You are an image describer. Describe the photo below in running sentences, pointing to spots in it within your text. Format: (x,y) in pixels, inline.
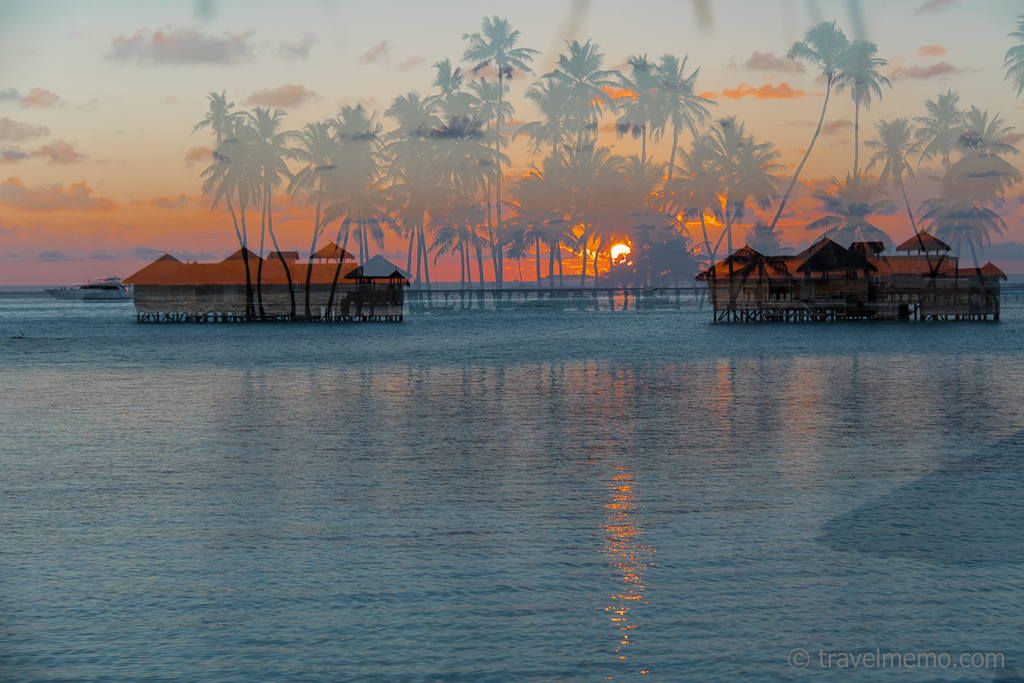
In this picture we can see water (424,494), houses (845,300) and trees (555,126). In the background of the image (132,169) we can see boat (124,291) and sky (112,272) with clouds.
